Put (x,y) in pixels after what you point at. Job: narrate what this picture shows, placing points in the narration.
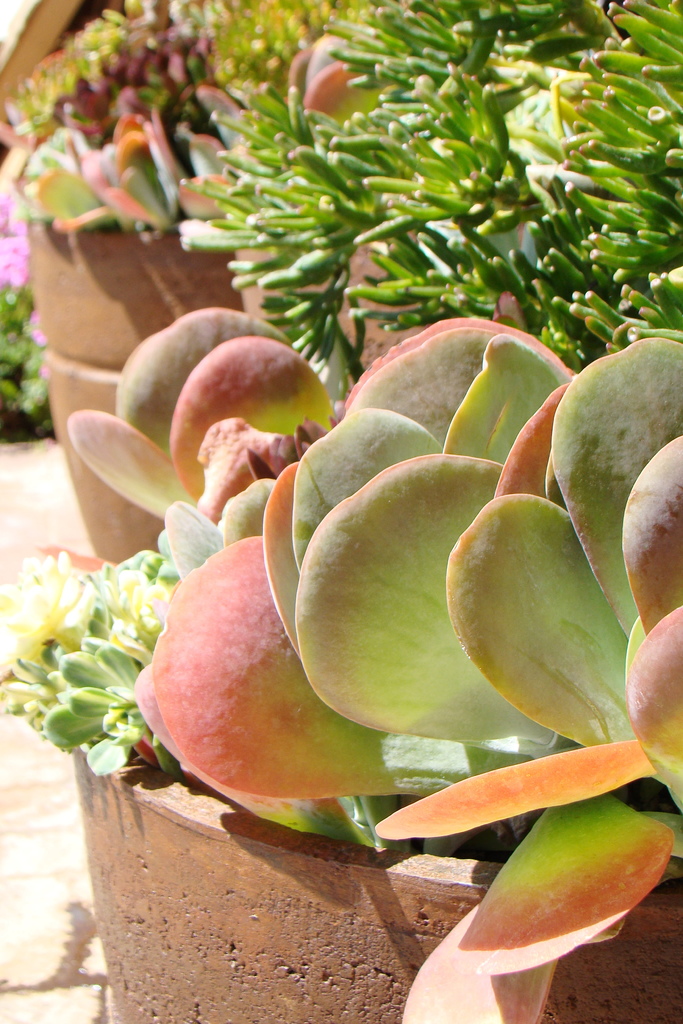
In this picture I can see some potted plants (379,664) are placed.
